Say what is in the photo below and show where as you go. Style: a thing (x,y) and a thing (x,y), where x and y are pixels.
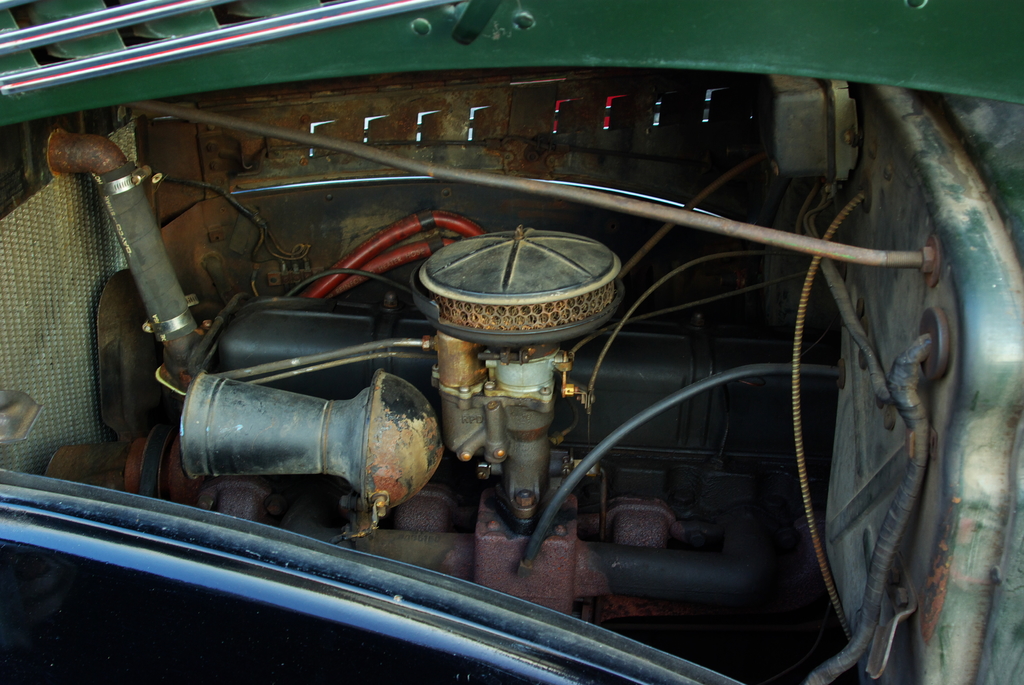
In this image there is an engine (286,318) of the car (399,387). On the left side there is a radiator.
